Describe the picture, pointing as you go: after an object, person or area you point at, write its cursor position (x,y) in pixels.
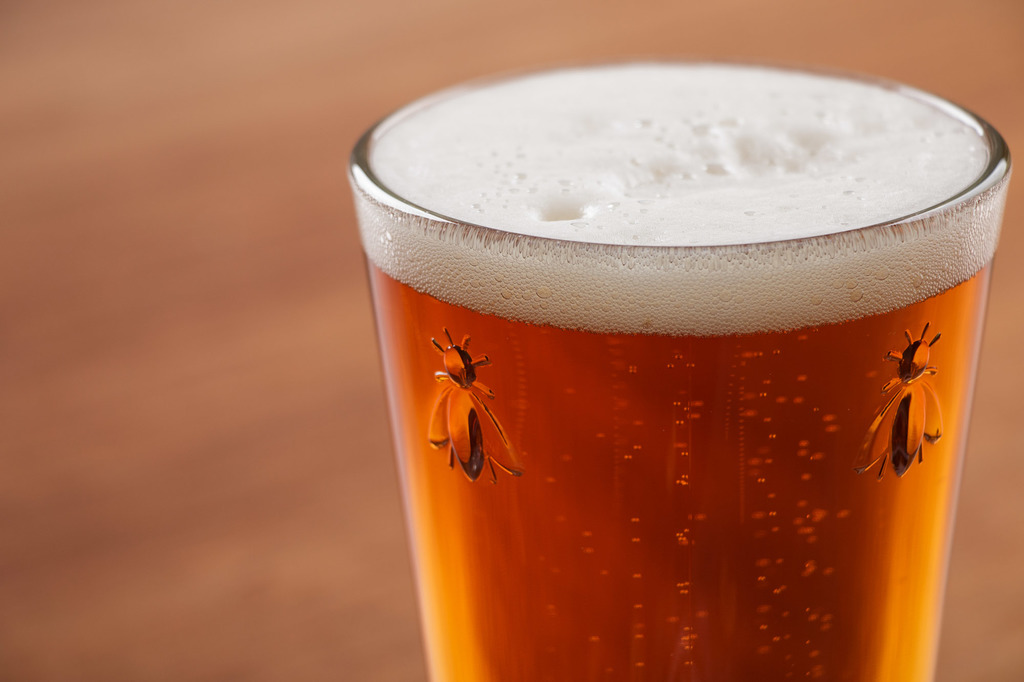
In this image I can see a glass (618,498) which consists of the drink (680,352) in it. The background (69,507) is blurred.
